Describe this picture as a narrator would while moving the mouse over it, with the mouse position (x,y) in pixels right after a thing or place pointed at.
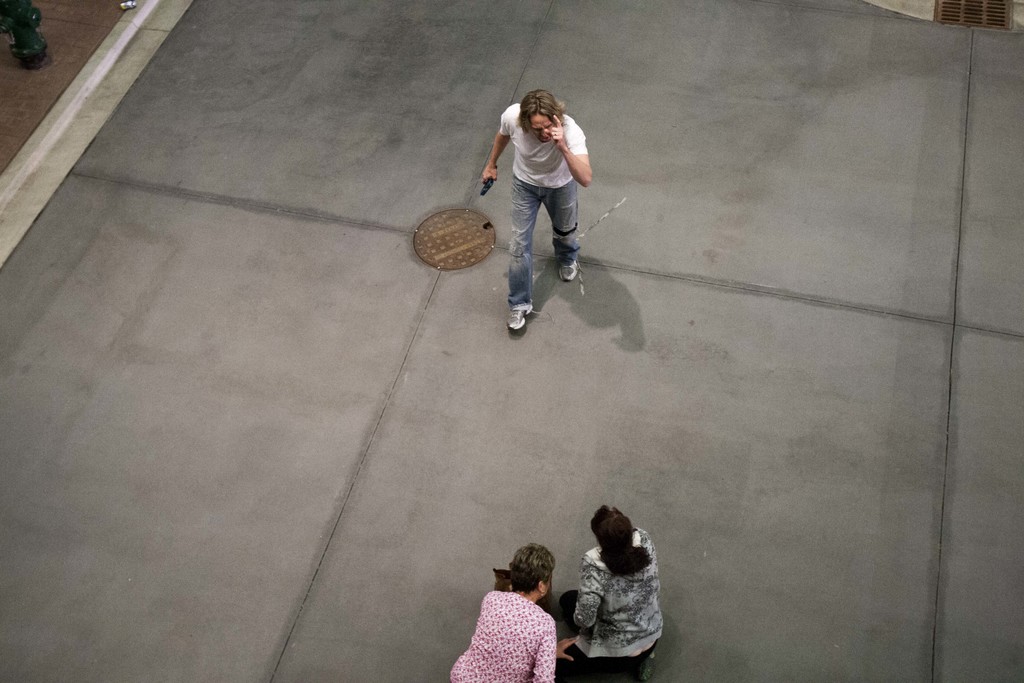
At the bottom of this image (629,612), there are two persons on the floor (653,145). At the top of this image (581,150), there is a person (568,261) in white color T-shirt (579,131), holding an object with one hand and walking on the floor (584,211). On the top left (109,98), there is an object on a platform (107,41). On the top right (1004,17), there is another manhole (980,22).
